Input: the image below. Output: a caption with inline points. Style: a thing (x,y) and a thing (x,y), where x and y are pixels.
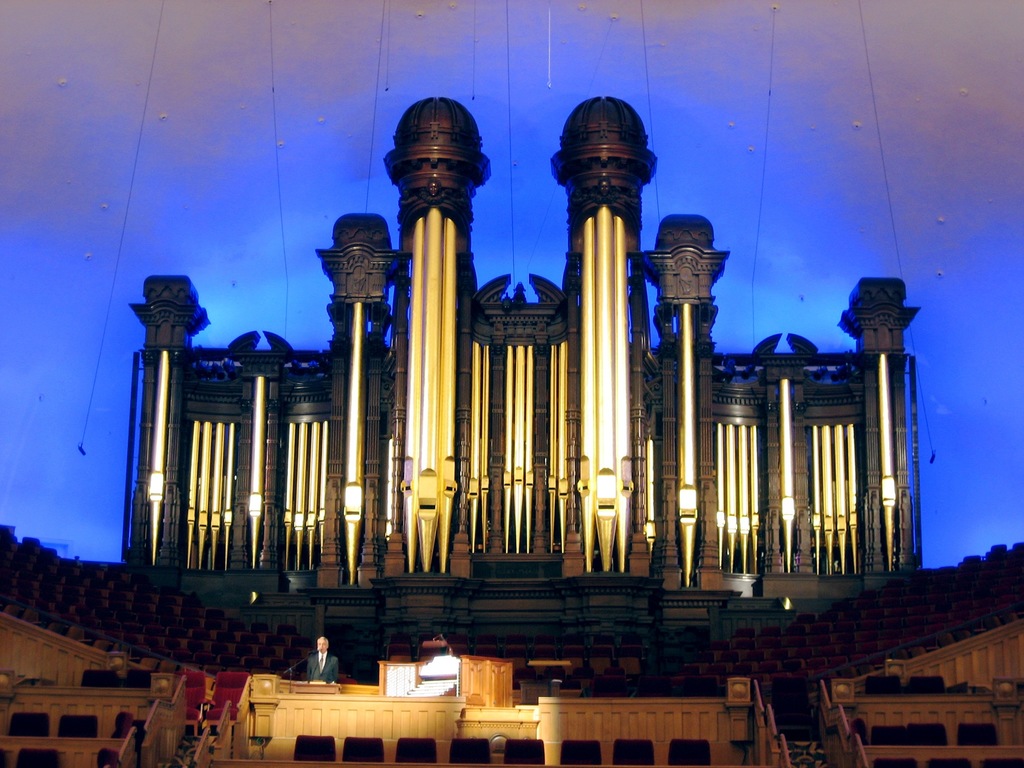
In this picture I can see there is a man (315,664) standing here at the wooden frame (344,716) and there is a wooden frame (435,713). In the backdrop (83,604) there are many empty chairs (280,657) and there is a wall (80,543) in the backdrop (321,293).
